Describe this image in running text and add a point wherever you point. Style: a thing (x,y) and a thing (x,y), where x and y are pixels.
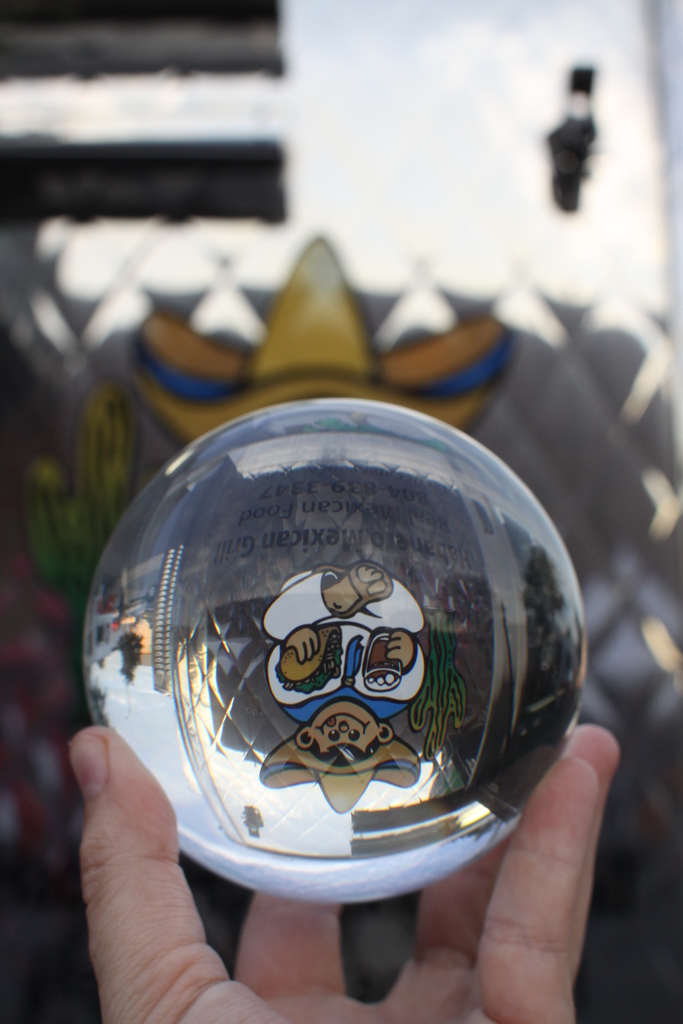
In this image we can see a round object (386,709) in the hand (240,959) of a person (523,1007), there are text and image (379,671) on the object (379,671), there is a reflection (245,641) of a building (253,638) on it, also the background (66,97) is blurred.
